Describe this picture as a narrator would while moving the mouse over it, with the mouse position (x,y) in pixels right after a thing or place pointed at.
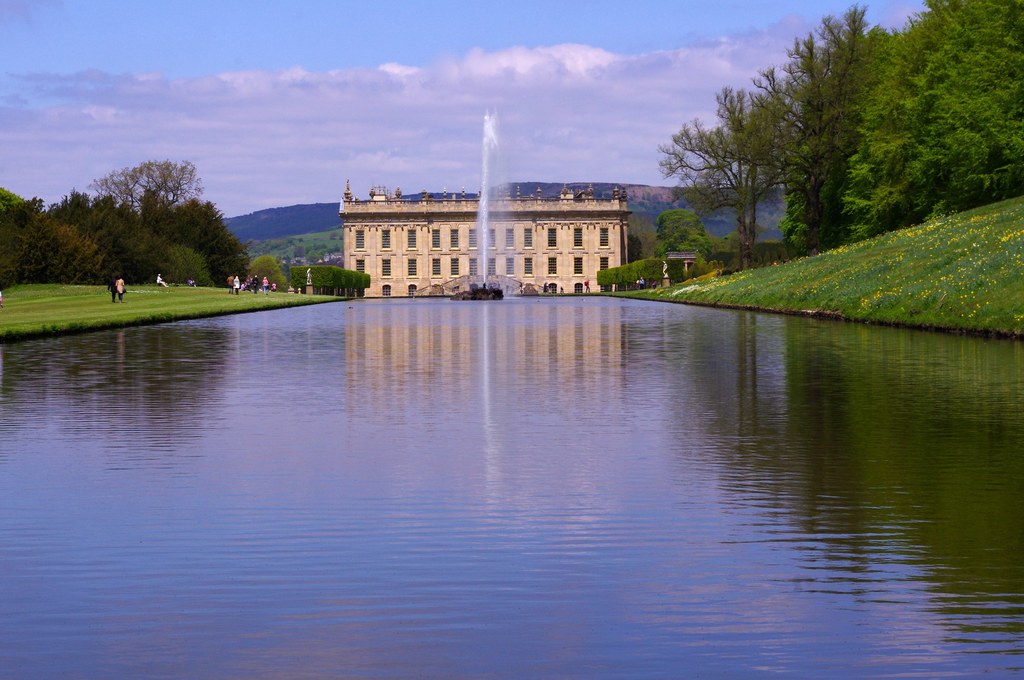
In this image we can see the mountains (770,211), one big building (438,254), one fountain (478,290), one big pond (456,392) with water (392,330), some people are walking, some plants (789,280) with flowers (912,275), some objects (681,257) on the ground (653,288), two statues (308,283), some people (119,300) are holding some objects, some trees (198,270), bushes (330,288), plants (620,276) and grass (651,290) on the ground (629,292). At the top (458,87) there is the cloudy sky (5,22).
